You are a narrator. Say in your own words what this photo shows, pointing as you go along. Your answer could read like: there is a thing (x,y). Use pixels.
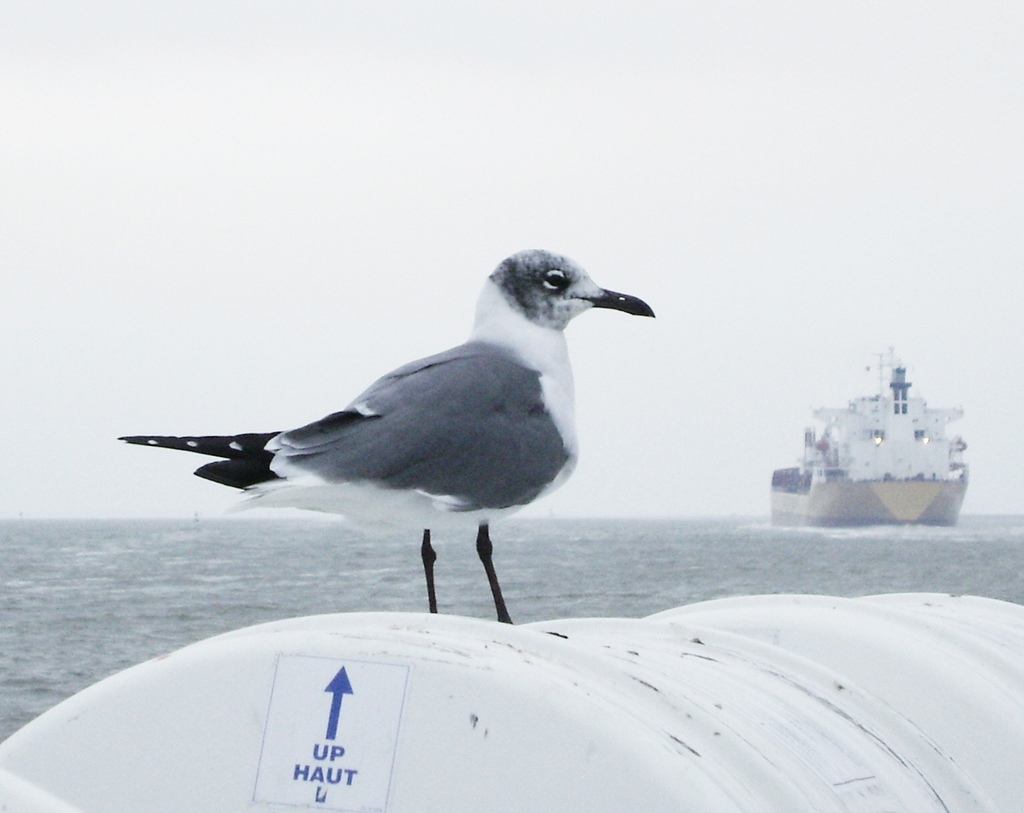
This is the picture of a sea (665,525). In this image there is a bird (491,352) standing on the tank (631,694) and there is a poster (344,721) on the tank (483,800). At the back (924,525) there is a ship (830,486) of the water (766,552). At the top (583,146) there is sky (611,151). At the bottom (147,551) there is water (63,590).
